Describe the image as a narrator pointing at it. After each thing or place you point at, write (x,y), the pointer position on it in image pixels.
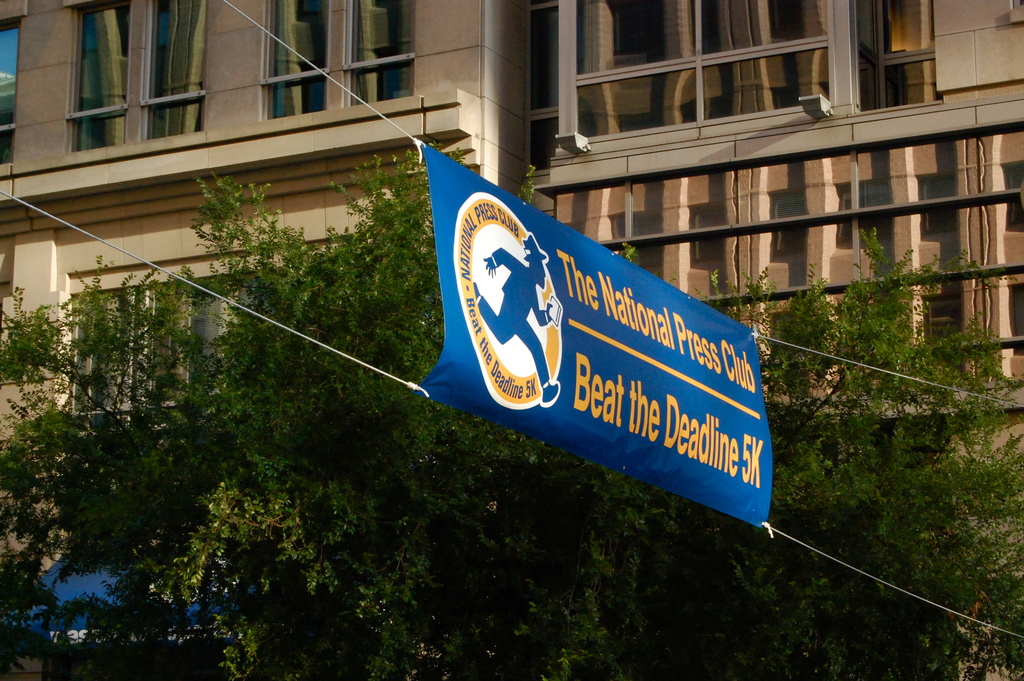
In this image there is a banner (670,331) in the air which is tied with the ropes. In the background (394,325) there are trees (476,559). Behind the trees (732,589) there is a building (454,103) with the glass windows (181,78).
